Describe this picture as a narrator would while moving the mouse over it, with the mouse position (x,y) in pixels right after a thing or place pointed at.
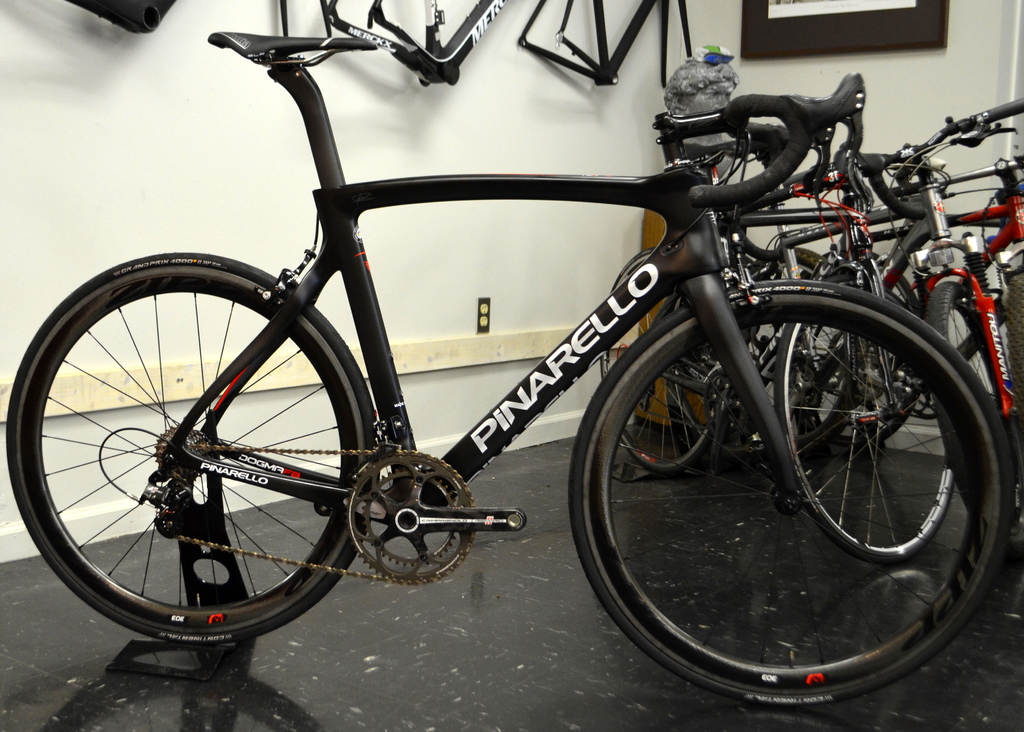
In the foreground of this image (284,307), there is a bicycle (325,135) on the floor (471,676). In the background (904,236), there are bicycles (906,153) and the parts (489,13) of it to the wall (500,98).
